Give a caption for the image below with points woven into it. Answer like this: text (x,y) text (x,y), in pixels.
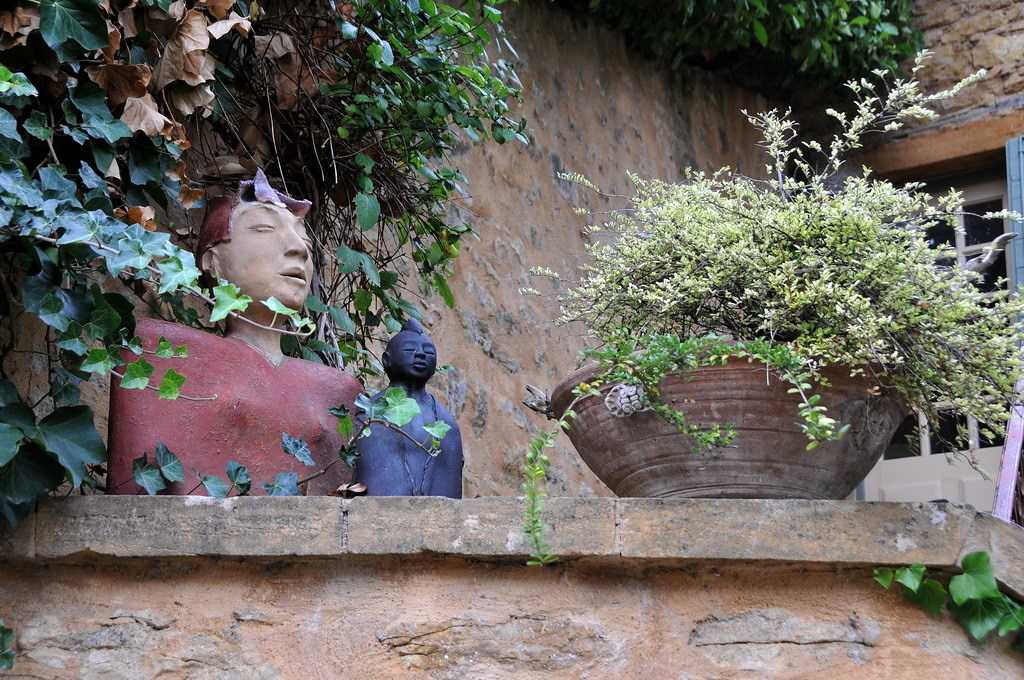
In the foreground of this image (446,609), on the wall (367,611), there are plants (138,255), two sculptures (158,365) and in the background (730,117), there is a wall (750,138), a door (981,190) and plants (808,23) on the top (813,34).
